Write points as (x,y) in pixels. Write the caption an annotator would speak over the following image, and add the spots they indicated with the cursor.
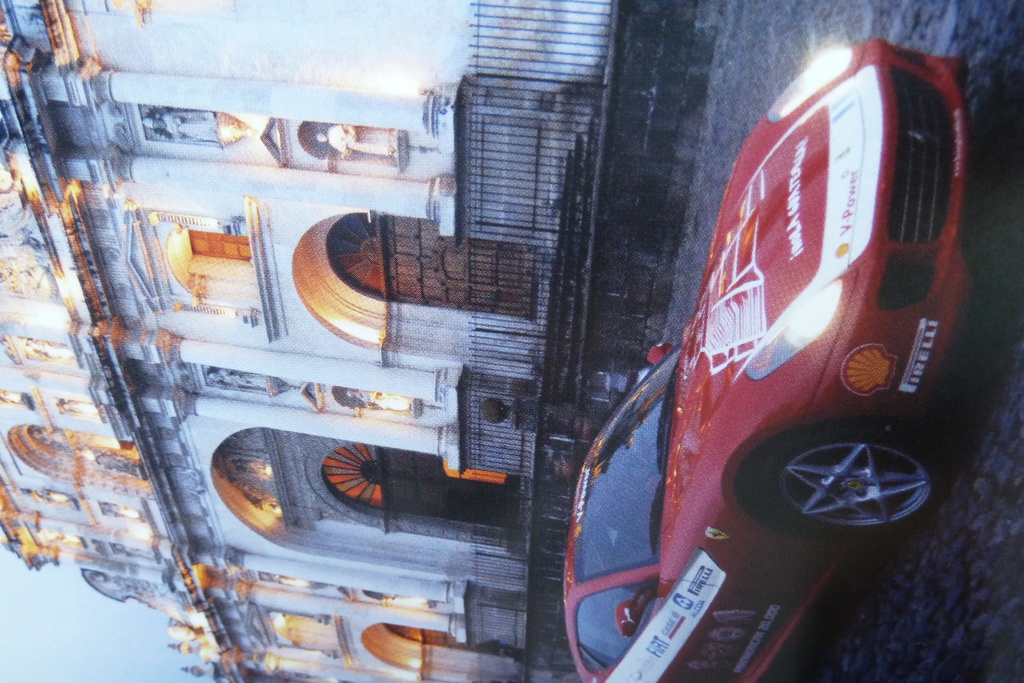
In this image I can see a building (273,524), lights (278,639), statues (389,156), sky (35,574) and vehicle (820,298).
